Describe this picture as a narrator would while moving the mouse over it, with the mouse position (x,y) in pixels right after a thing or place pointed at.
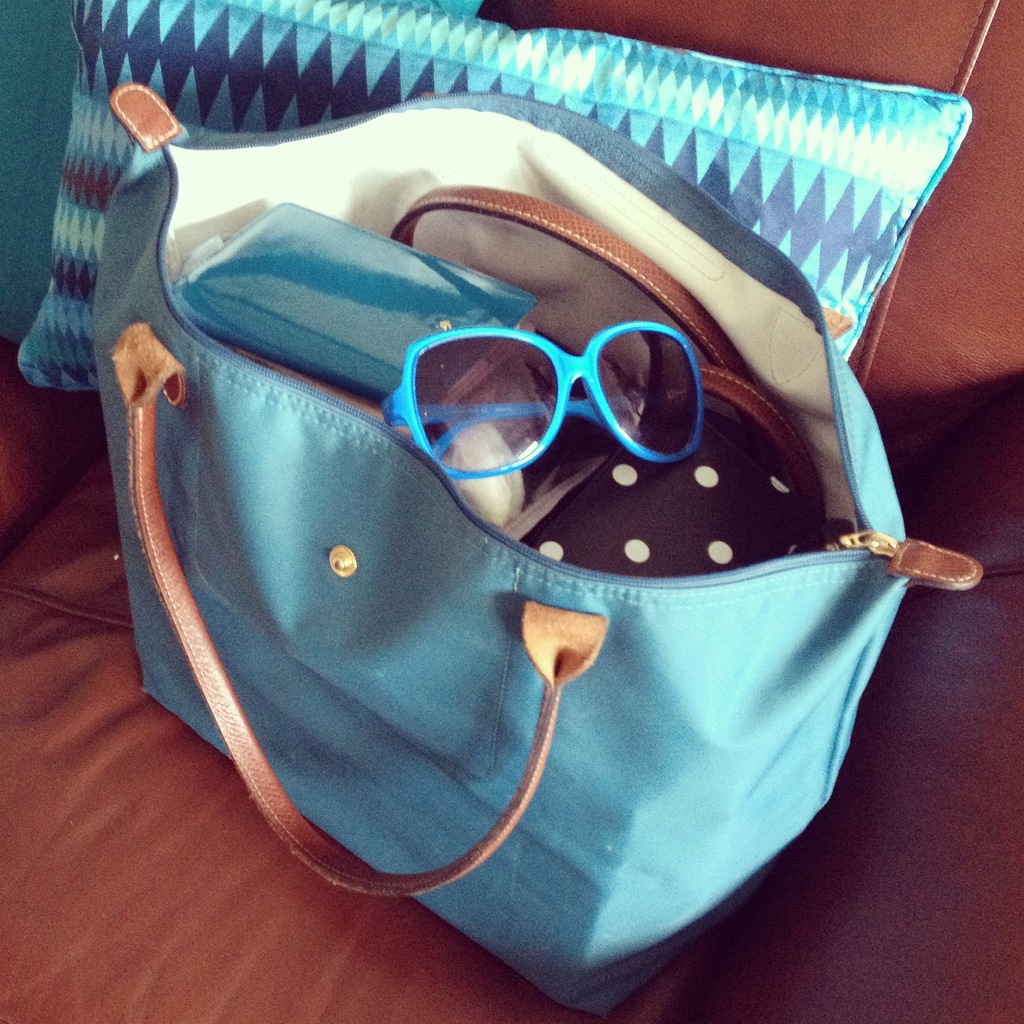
In this picture we can see a bag (593,768) which is in blue color. And there is spectacles (631,409).
